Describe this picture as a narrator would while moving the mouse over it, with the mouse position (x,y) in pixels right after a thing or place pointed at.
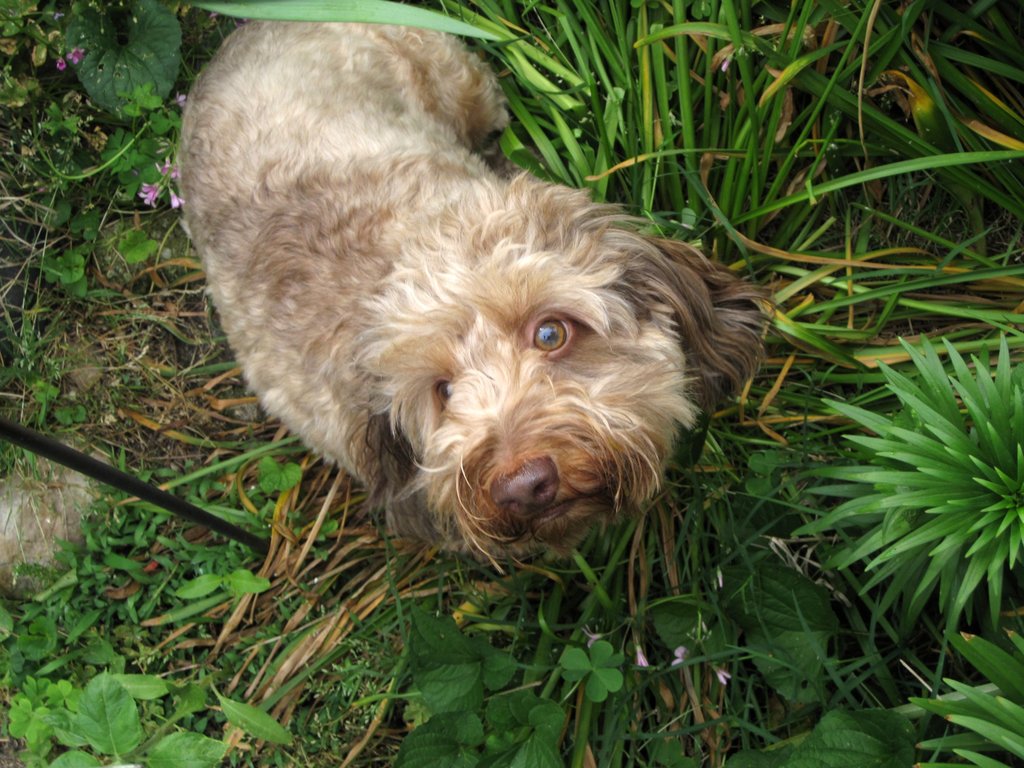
In this image I can see the grass (736,171) and few plants (372,689) on the ground (223,641) and also there is a dog (429,323) laying on the ground (53,405) and looking at the picture.
